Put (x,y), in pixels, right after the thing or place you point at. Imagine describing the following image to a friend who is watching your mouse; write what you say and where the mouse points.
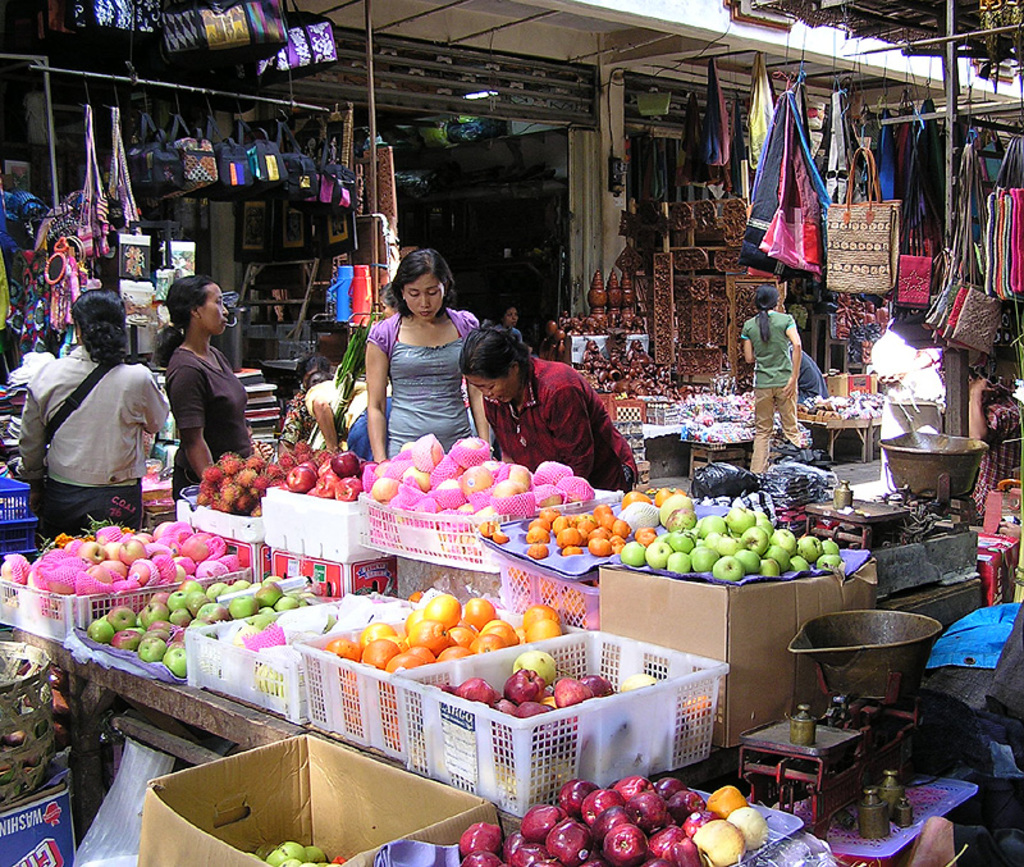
It looks like a market (463,647), there are fruits (371,633), in the middle (433,350) a beautiful woman (399,343) is standing and looking at them. On the left side (186,175) there are bags (287,177) that are hanged to this iron rod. On the right side (850,680) there are weighing machines (864,674).
